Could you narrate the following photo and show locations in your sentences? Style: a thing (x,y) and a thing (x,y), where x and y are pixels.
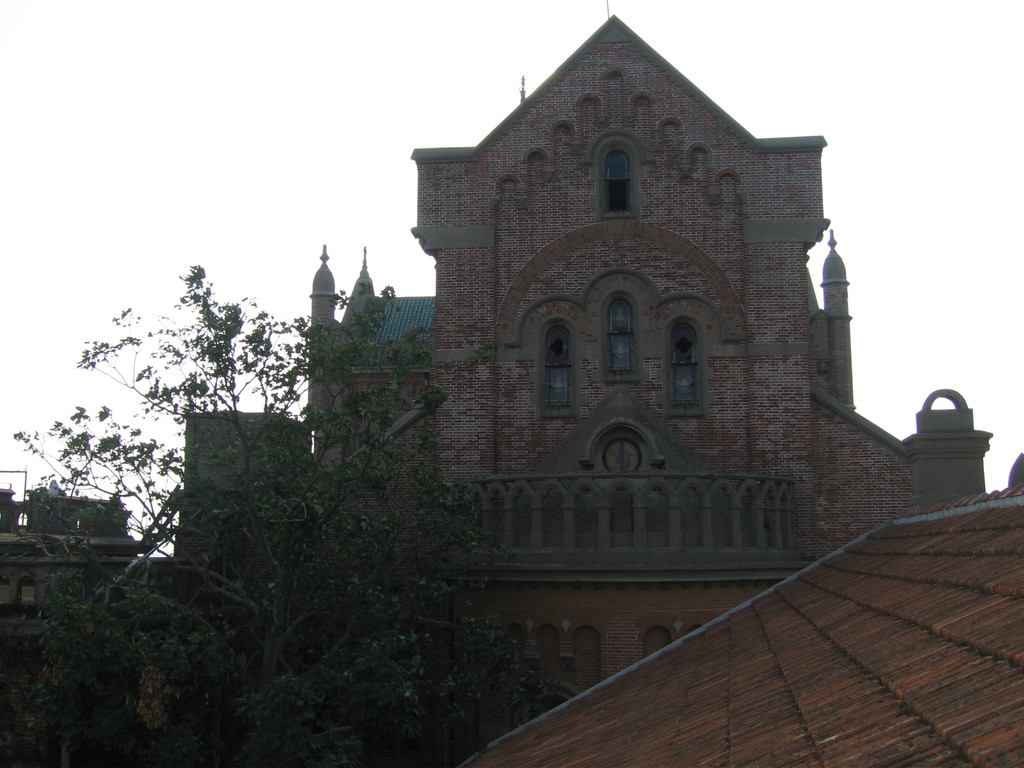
In this image I can see the roof (690,695) of the building (791,605), few buildings (722,404) and a tree (234,591). In the background (139,77) I can see the sky (694,65).
